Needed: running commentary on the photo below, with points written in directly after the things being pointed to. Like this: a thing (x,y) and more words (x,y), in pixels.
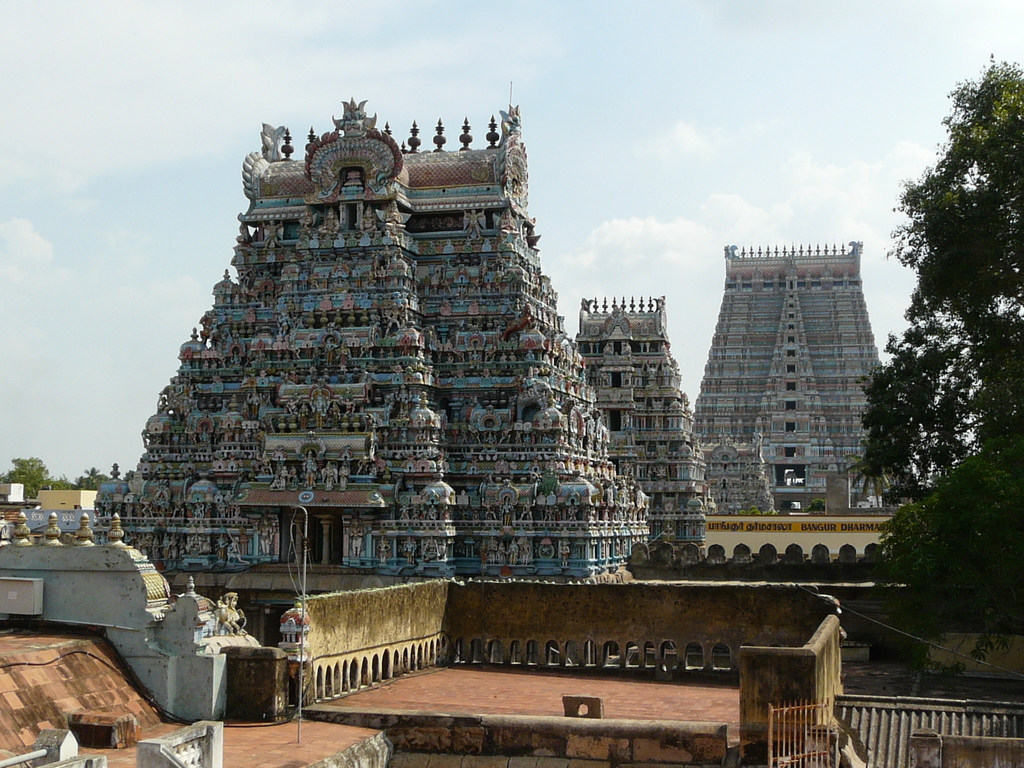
In this image we can see temples (373,354), trees (966,393), iron grill (786,746), buildings (341,733) and sky (157,168) with clouds (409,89).
